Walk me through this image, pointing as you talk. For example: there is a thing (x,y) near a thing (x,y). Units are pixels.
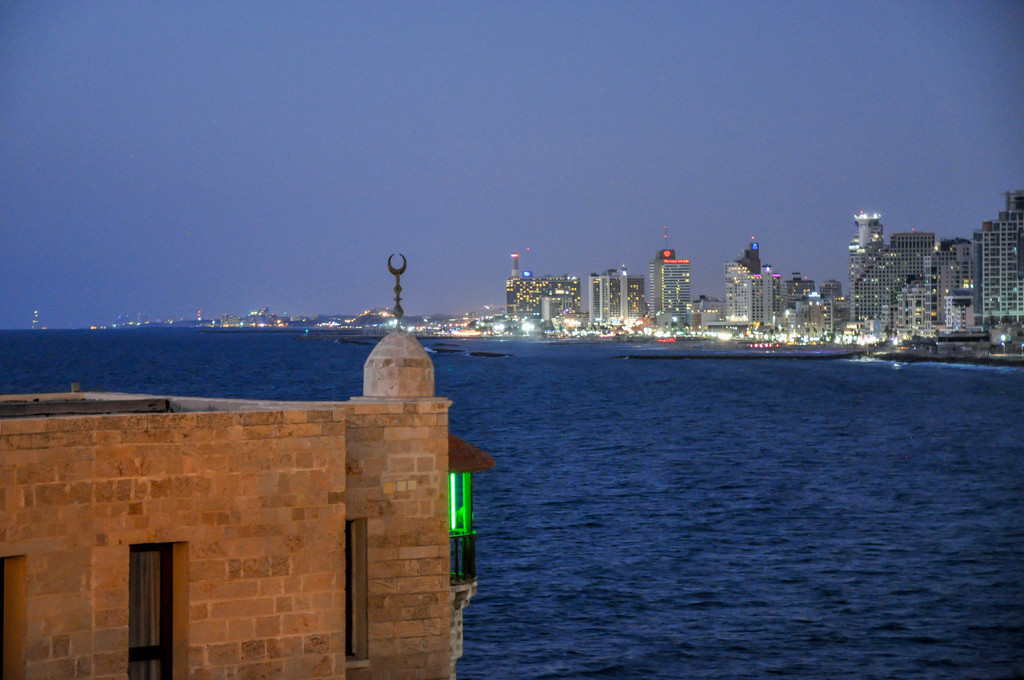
In this image there are buildings (588,310) and lights (599,320). In the center (605,351) we can see water (516,456). In the background (330,200) there is sky (505,112).
